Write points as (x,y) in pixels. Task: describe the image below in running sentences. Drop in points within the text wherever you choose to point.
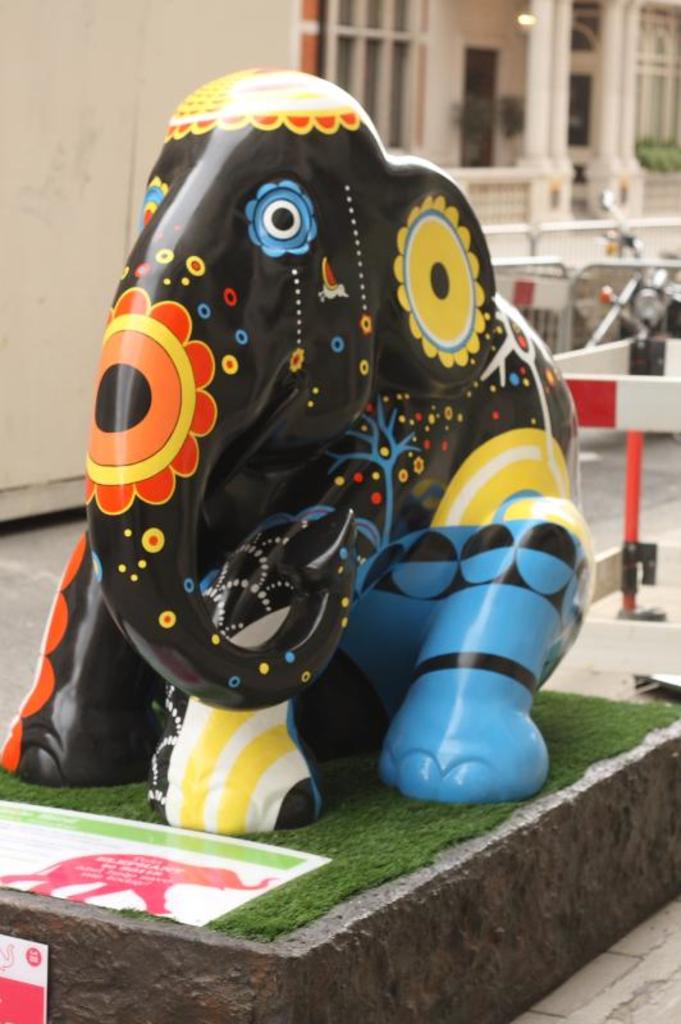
In this image I can see a sculpture (305,657) of an elephant (305,783) and here I can see a board (125,863). On this board (130,863) I can see something is written and I can see colour of this sculpture (356,496) is black, blue, yellow and orange. In background (536,82) I can see a building (566,60) and I can see this image is little bit blurry from background (400,35).
